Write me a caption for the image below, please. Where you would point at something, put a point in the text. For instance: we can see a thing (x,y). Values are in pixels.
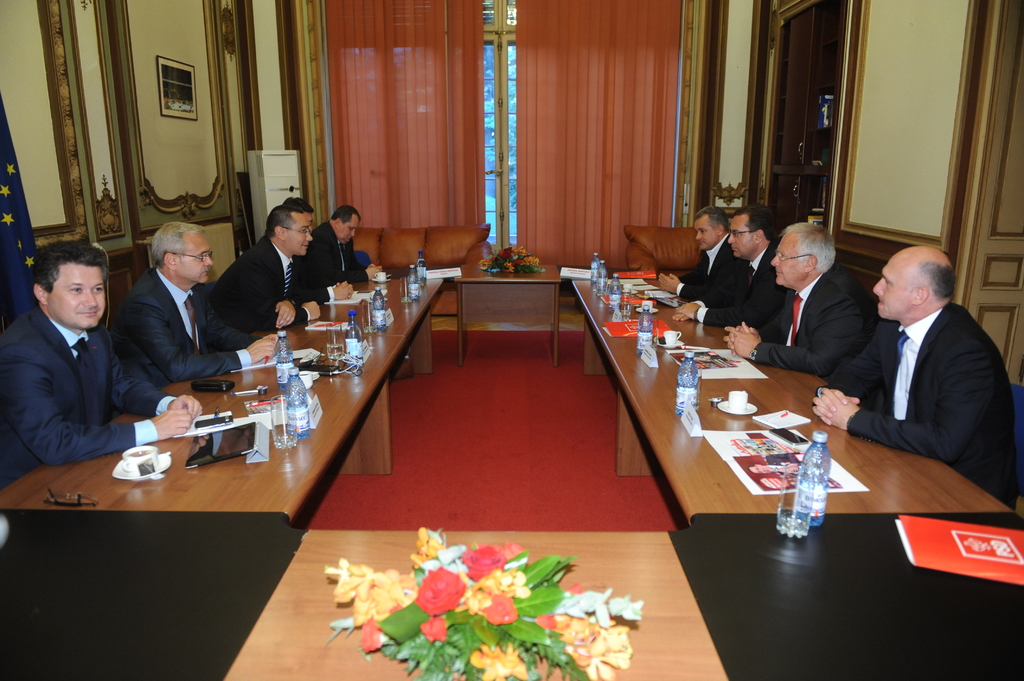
This is looking like a meeting hall (277,387). Few people (304,258) are sitting wearing black suit (876,355). In front of them there is table (691,505) on the table (327,411) there are bottle (294,396), cup (138,463), plate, tablet (234,444). In the background (449,302) there is a sofa (643,233) there is window (510,87) with curtain (439,89). In the foreground (426,625) there is a bouquet (451,624).
